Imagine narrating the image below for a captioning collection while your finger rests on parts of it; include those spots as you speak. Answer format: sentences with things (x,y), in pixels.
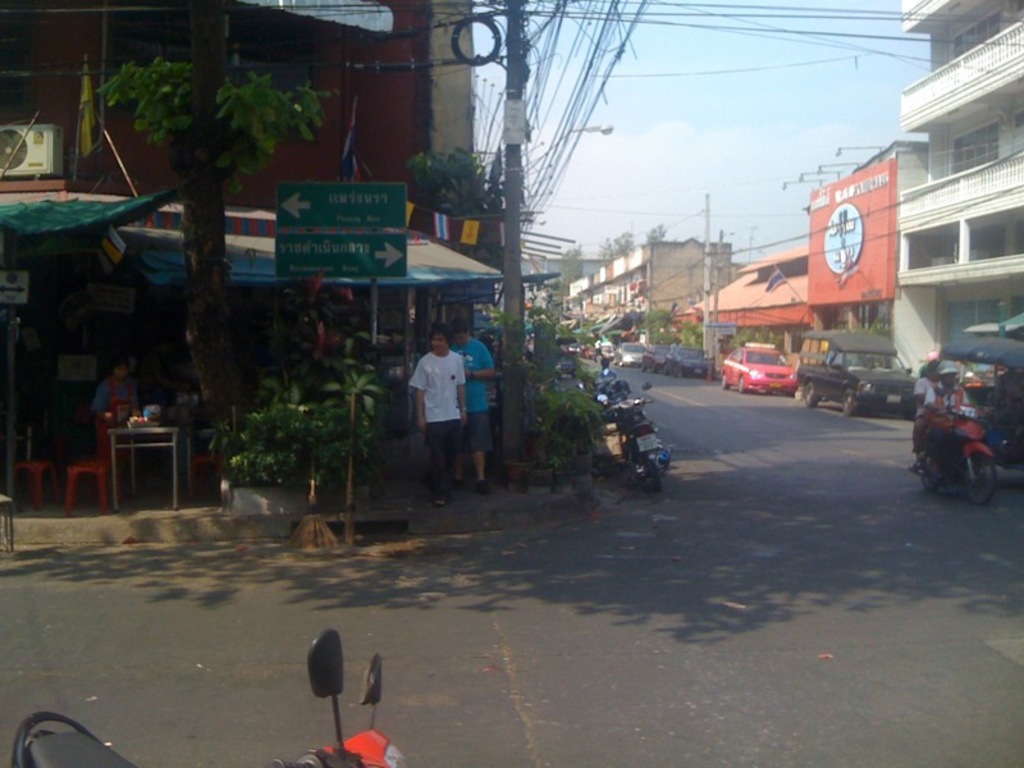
This image consists of two persons (463,409) standing. At the bottom (603,642), there is a road (782,601). There are many vehicles (609,364) parked on the road (734,507). To the left (287,149) and right, there are buildings (966,188). At the bottom left (83,754), there is a bike (69,733).
